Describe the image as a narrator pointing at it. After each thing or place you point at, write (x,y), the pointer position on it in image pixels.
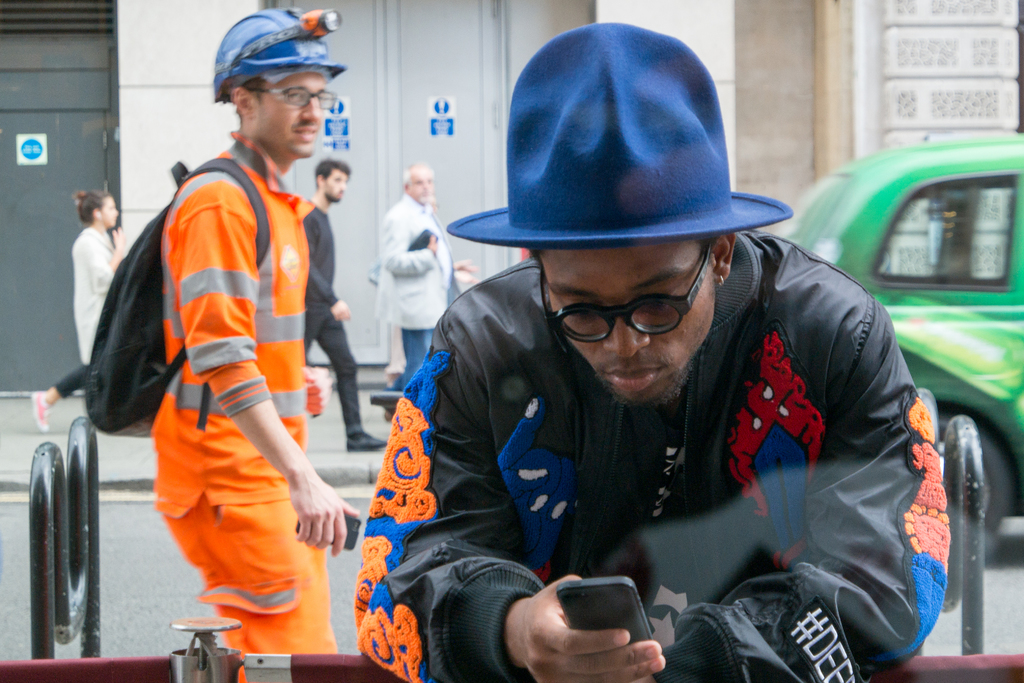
In the background (409,24) we can see stickers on the doors (368,22). In this picture we can see people (320,217) on the pathway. We can see a man (861,341) wearing a cap (719,107) and holding an object (599,614). On the left side of the picture (315,22) we can see a person (275,276) wearing a helmet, backpack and holding an object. On the right side of the picture (910,219) we can see the partial part of a vehicle (970,308) on the road (1007,651). We can see few objects (69,629).
